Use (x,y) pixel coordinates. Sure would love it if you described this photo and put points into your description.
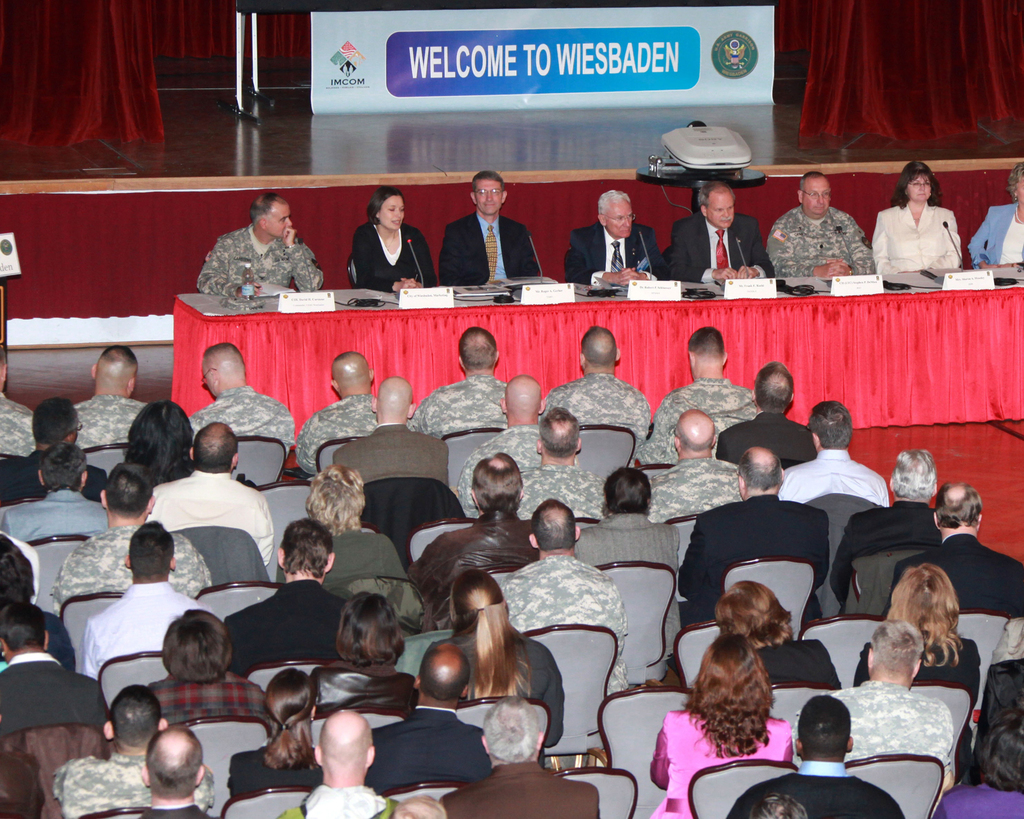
In this image we can see a few people (622,283), there is a table (566,328), on that there are mics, and boards (875,287), behind them there is a stage (403,156), there is a curtain (148,108), there is a board (514,71) with text (491,54) on it, also we can see a projector (696,152).
